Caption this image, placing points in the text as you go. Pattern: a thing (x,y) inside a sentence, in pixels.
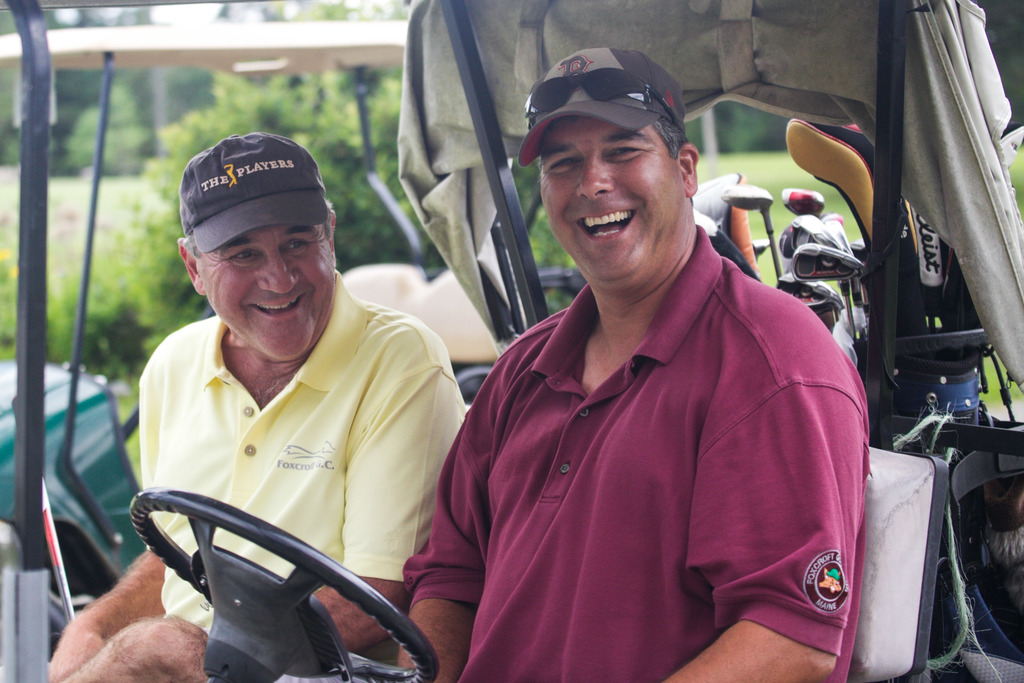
Here we can see two people (442,408). These people (682,306) are smiling and wear caps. In-front of them there is a steering (255,532). Backside of them we can see golf clubs (852,266). Background it is blurry and we can see trees (176,186).
